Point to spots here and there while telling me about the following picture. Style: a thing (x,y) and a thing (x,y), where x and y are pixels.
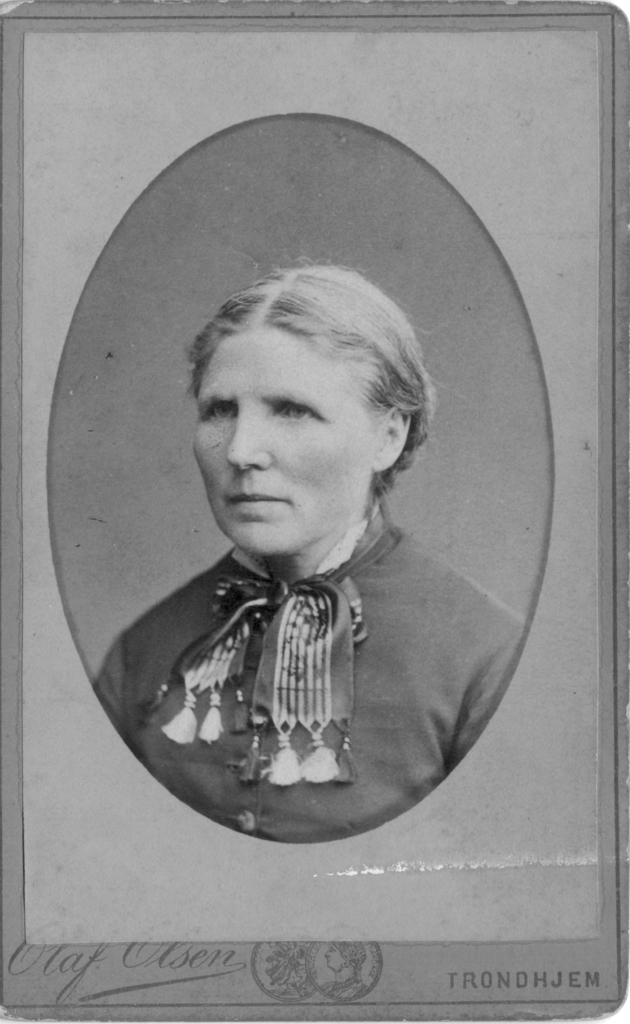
As we can see in the image there is a woman (269,639) wearing black color dress (433,698).
